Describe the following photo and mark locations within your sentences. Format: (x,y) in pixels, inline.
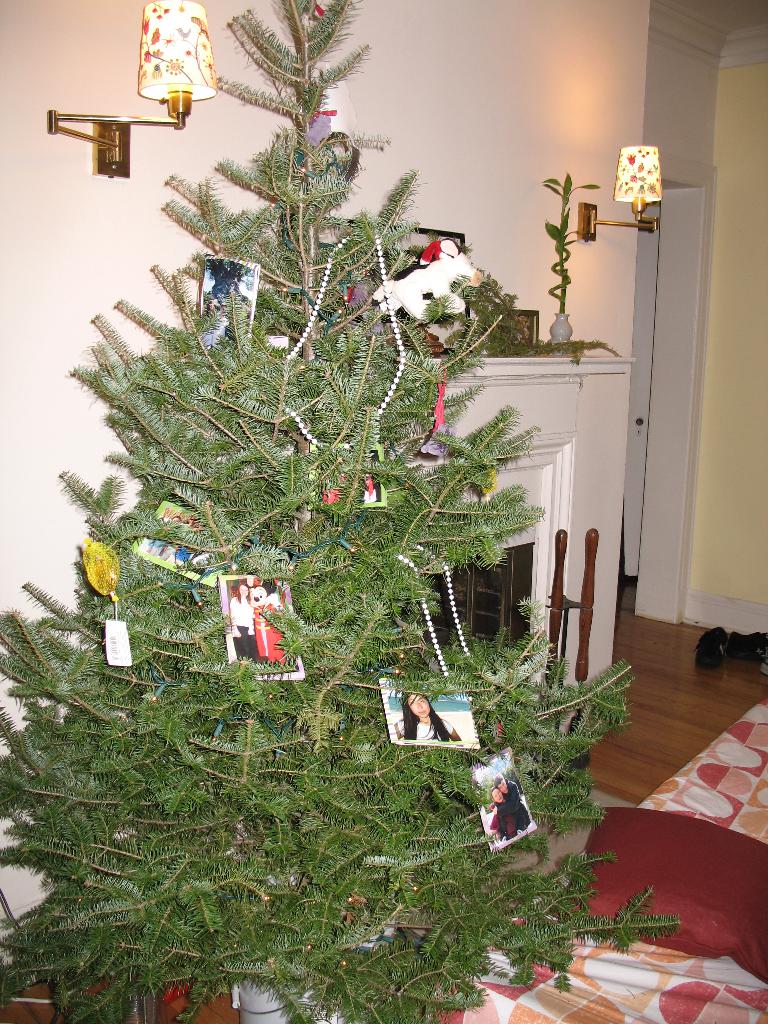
In this picture I can see a tree (286,837) decorated with pictures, chains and some other items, there is a fireplace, there is a blanket (756,725) and a pillow (644,844), there is a flower vase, there are lamps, and in the background (561,146) there is a wall (592,73).
